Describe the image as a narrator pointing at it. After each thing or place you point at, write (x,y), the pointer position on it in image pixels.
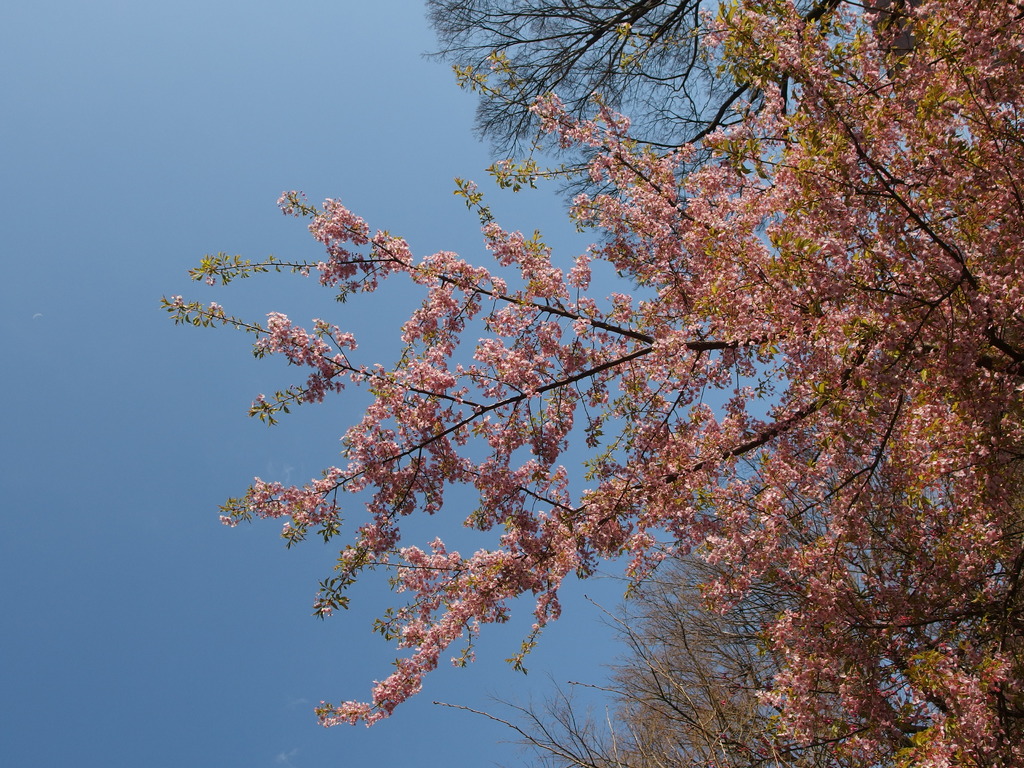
In this picture I can see trees (778,571), flowers (721,548) and I can see a blue sky (248,226).
